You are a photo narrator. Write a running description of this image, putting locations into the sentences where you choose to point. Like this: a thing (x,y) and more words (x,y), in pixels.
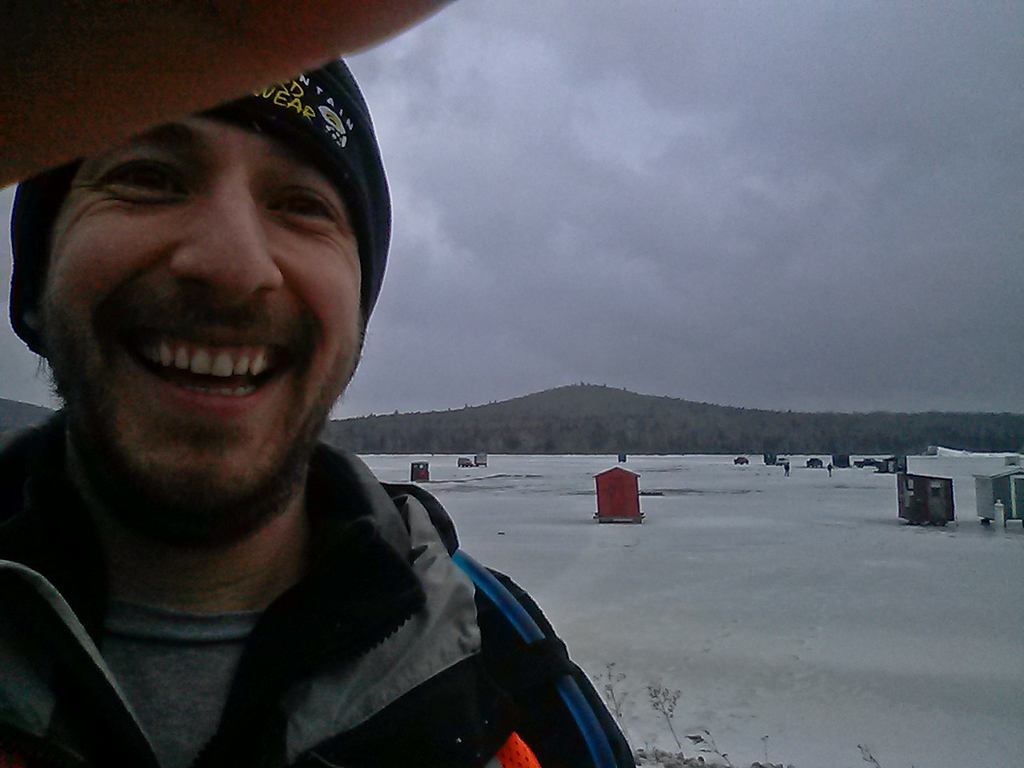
In this picture we can observe a man (109,424) wearing jacket (383,682) and a black color cap (272,124) on his head (263,205). He is smiling. In the background (523,520) we can observe some snow (745,673) on the land (690,507). We can observe hill (577,421). There is a sky (610,245) with some clouds (648,234).
